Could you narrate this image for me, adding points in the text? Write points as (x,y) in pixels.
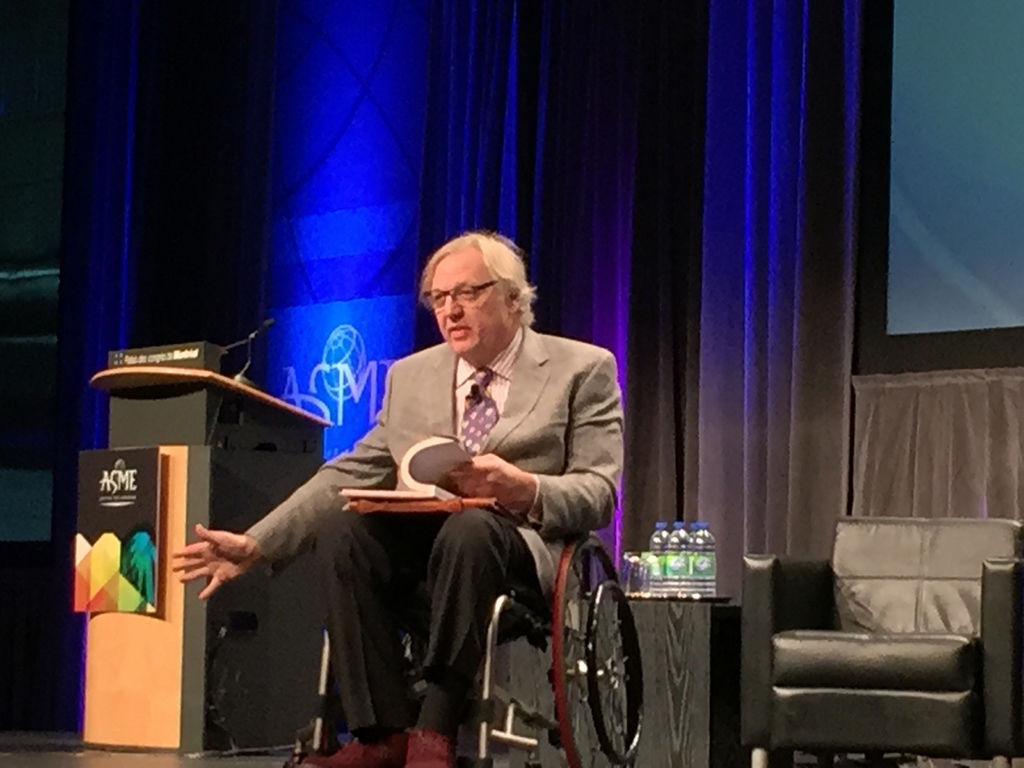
In this picture there is a man (487,527) sitting on a wheelchair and holding a book (450,477) in his hand (450,485). There is a podium (199,404), mic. There are few bottles (677,571). There is a chair (892,628).
